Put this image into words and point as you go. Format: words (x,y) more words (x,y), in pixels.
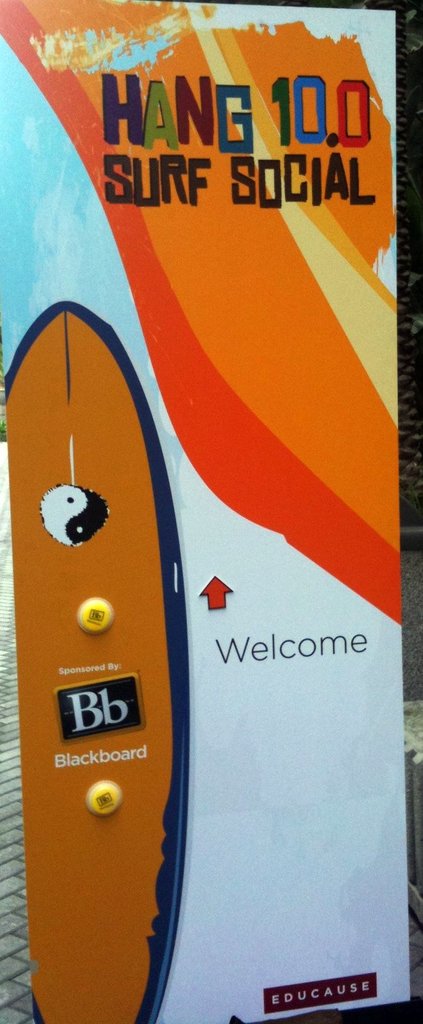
In this image there is a banner (217,657) on the path (8,788). There is some text (218,127) on the banner (189,511). Right side (407,344) there is a tree trunk (411,407).
